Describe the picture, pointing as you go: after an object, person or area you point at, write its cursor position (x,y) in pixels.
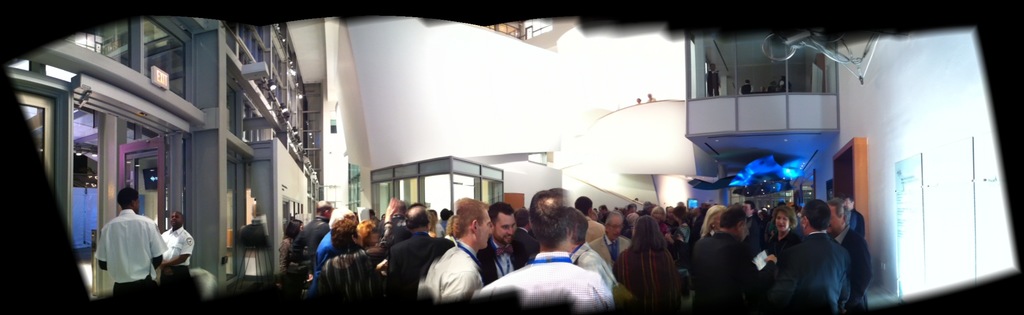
It looks like an edited image. We can see a group of people (399,247) standing. On the right side of the people (300,235) there is a wall (885,201) with a board (898,208). On the left side of the people (719,232) there is a door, lights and a signboard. At the top of the people (765,205) there are lights (781,172).
